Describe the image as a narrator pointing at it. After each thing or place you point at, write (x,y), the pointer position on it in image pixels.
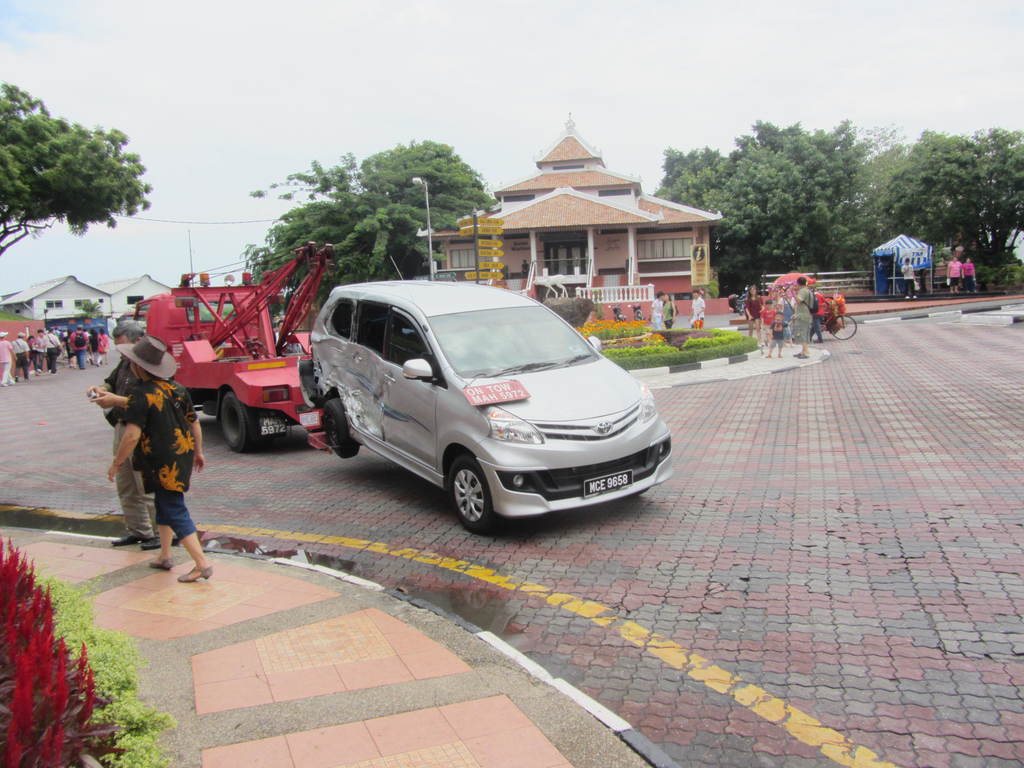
In this image we can see few people (958,266) and vehicles (369,389) on the road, there are few trees (944,259), buildings (122,304), sign boards (492,221), light (428,214), a fence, a tent (898,263) and the sky (567,93) in the background (432,88).
